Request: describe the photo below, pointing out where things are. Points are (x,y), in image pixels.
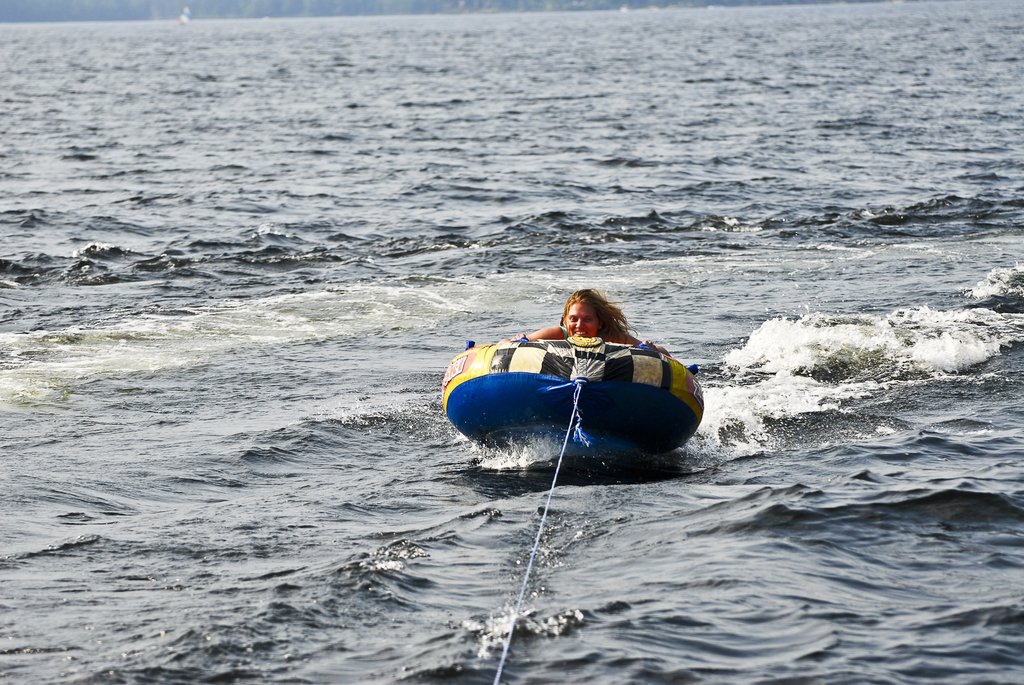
In this picture there is a woman (588,317) on an object (631,349) which is on the water (494,568) and there is a rope (551,494) tightened to it.
